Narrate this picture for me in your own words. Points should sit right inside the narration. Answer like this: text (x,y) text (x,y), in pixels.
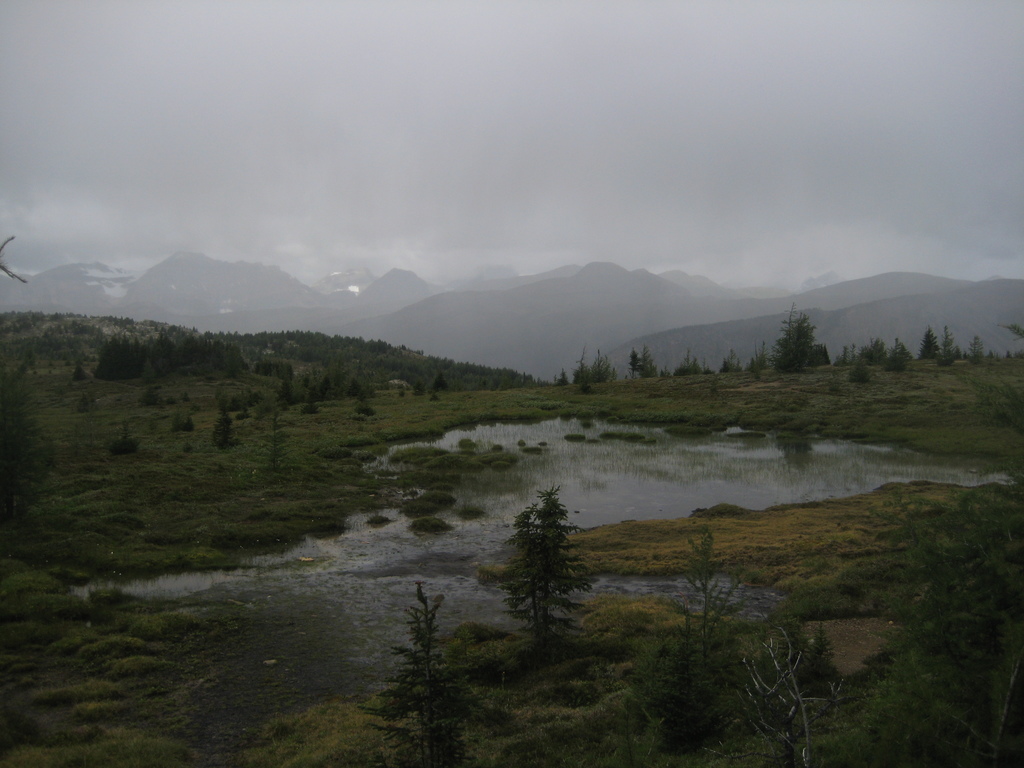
In the picture I can see the natural scenery of green grass (131,476) and trees (150,373). I can see the pond (535,488) in the middle of the image (623,497). In the background (503,309), I can see the mountains (177,301). There are clouds (628,224) in the sky (664,86).
